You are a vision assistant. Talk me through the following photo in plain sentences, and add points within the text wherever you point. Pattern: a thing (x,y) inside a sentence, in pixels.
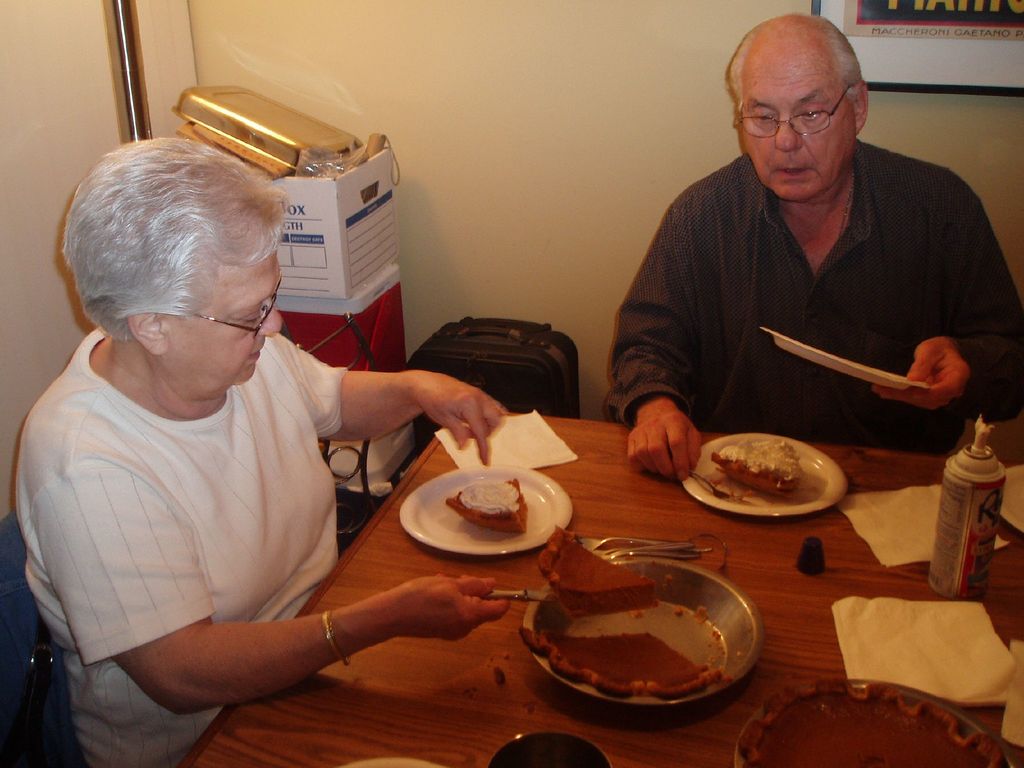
In this image we can see two people (401,383) sitting on chairs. In front of them there is a table (666,521) on which there are food items (655,585) in plates (692,615) and there are tissues (952,646). In the background of the image (574,26) there is wall (66,109). There is a photo frame (967,30). There are other objects (267,115).
